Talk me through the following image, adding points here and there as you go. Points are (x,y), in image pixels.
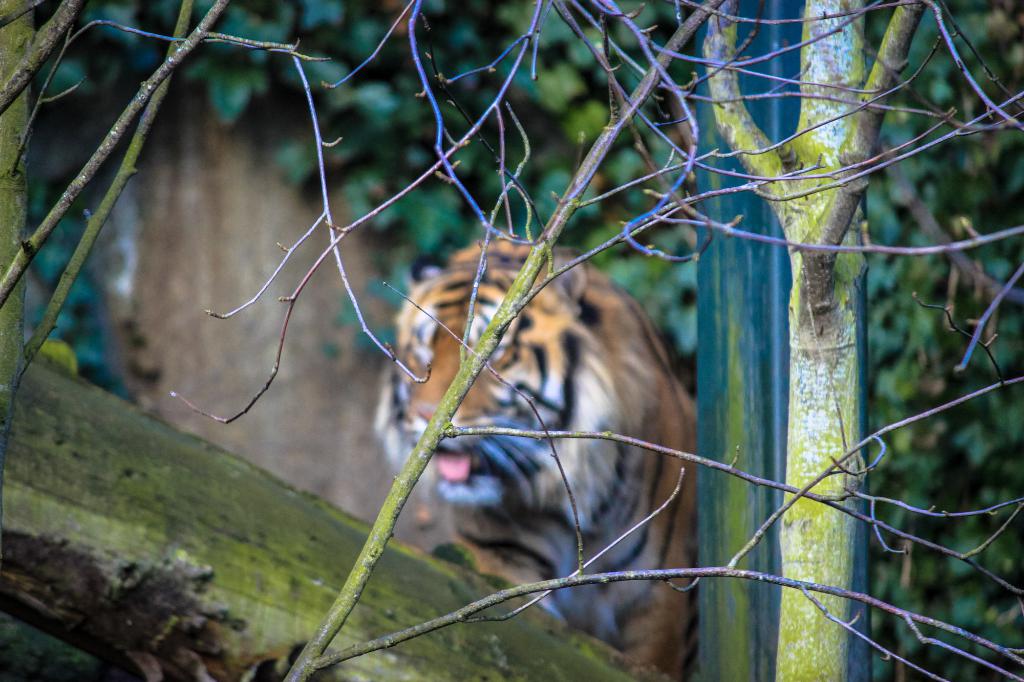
Background (913,126) portion of the picture is blur. In this picture we can see the leaves (519,144), branches (502,138) and a tiger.
